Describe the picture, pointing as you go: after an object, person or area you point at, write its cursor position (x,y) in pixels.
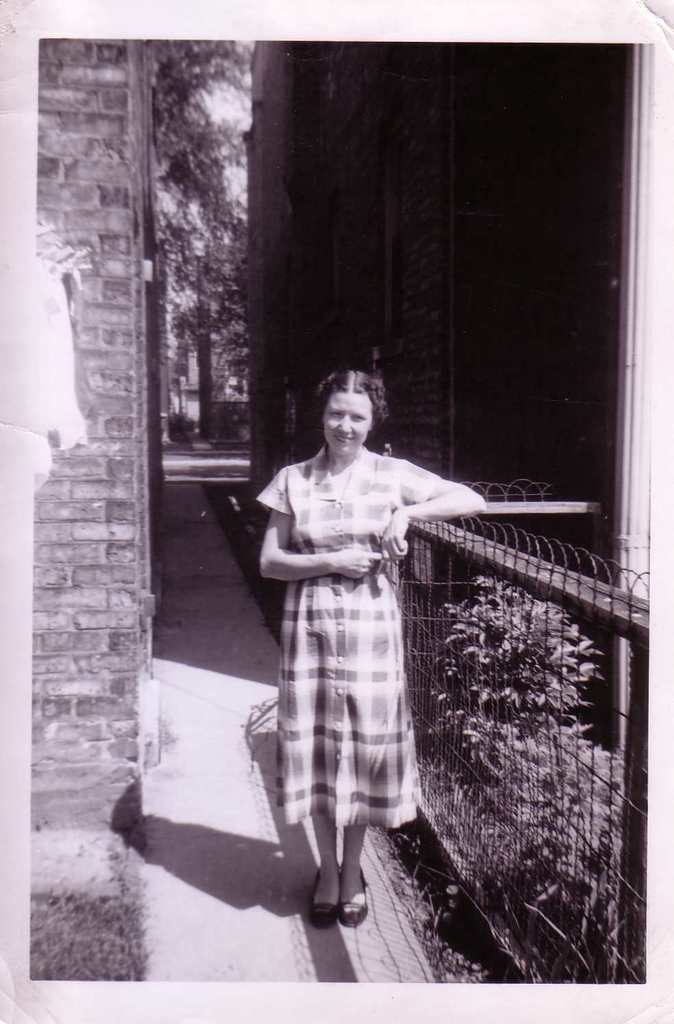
In the foreground (266,659) I can see a woman (291,694) is standing on the road (289,880) near the fence (627,811) and plants (546,801). In the background (203,298) I can see buildings (151,325), door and trees (222,294). This image is taken may be during a day.
